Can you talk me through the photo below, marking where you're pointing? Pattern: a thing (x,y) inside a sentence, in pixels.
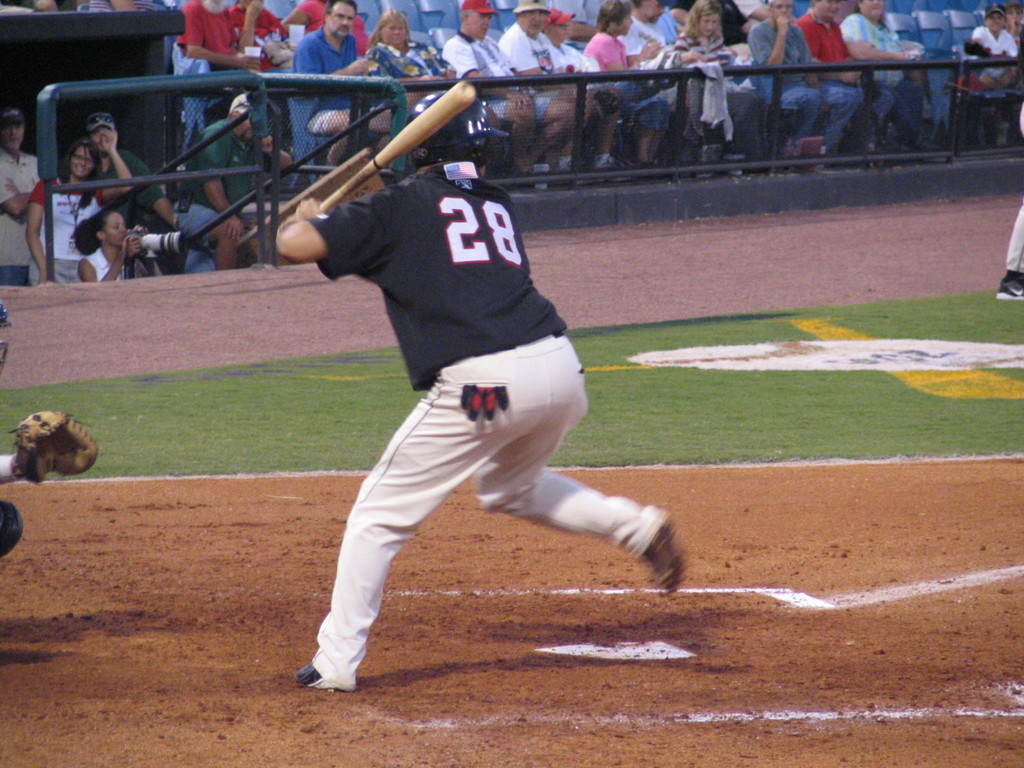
In this picture there is a person (355,566) holding a bat (452,112) and wore helmet (436,148) and we can see grass (717,404), ground (814,588) and fence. On the left side of the image (15,458) there is a person (23,468) wore helmet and glove (53,462). On the right side of the image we can see a person's leg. In the background of the image (352,6) these are audience (348,8) and we can see chairs (287,5).
